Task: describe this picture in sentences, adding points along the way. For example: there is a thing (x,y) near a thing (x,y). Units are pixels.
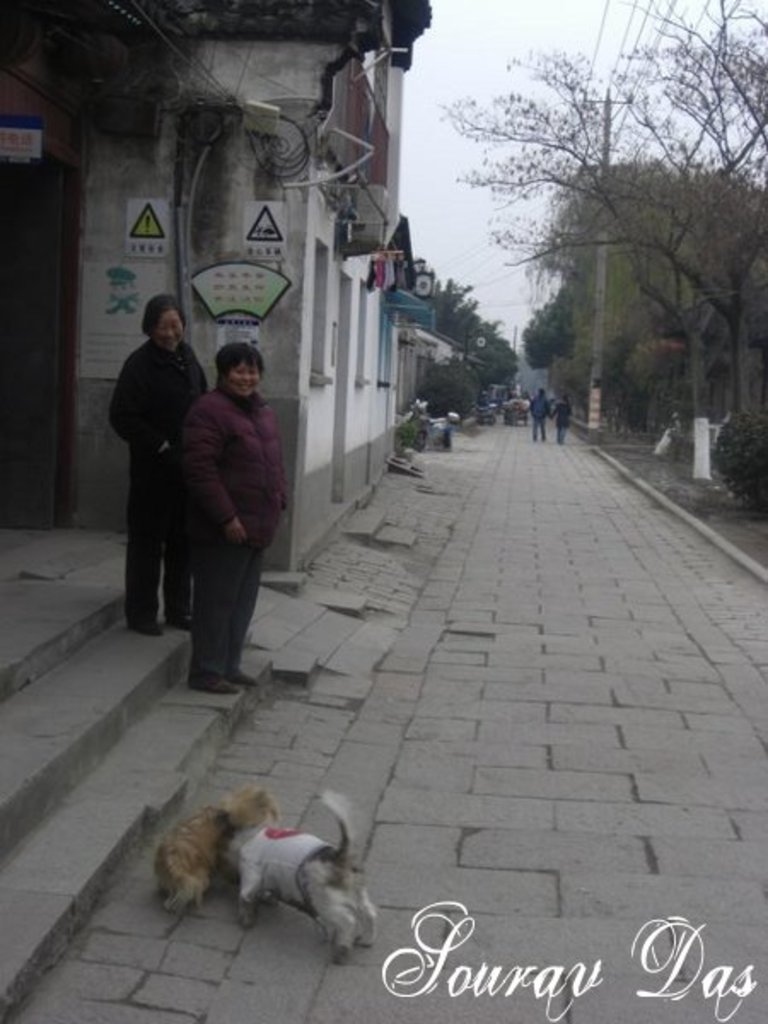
In this image, at the right side (573,726) there is a path (558,563), there are some people (542,422) walking on the path (558,454), there are some green color trees (704,286), there are two small dogs (369,923) standing on the path (233,903), at the left side (94,862) there are some stairs (82,673), there are two women (208,660) standing on the stairs (142,675), there is a house (199,208), at the top (510,23) there is a sky (474,67).
